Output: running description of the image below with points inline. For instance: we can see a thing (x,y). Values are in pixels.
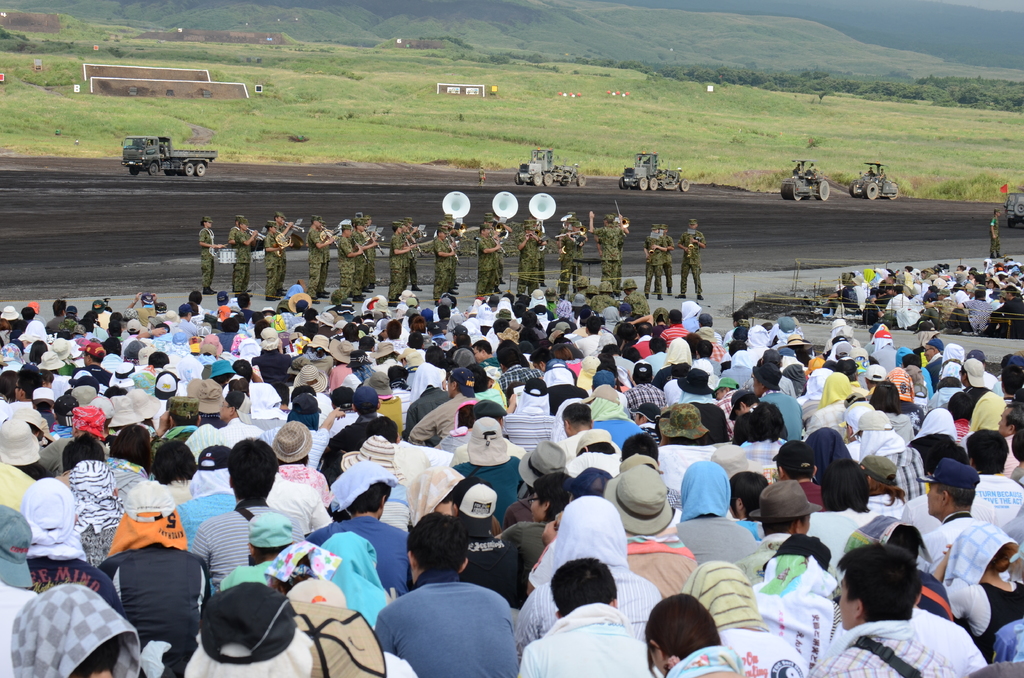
In this image we can see a few people (352,503), among them some people (334,438) are sitting and some people (272,232) are standing and holding the objects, there are some vehicles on the ground (5,199), also we can see some trees (772,77), grass (487,145), mountains (687,55) and some other objects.
